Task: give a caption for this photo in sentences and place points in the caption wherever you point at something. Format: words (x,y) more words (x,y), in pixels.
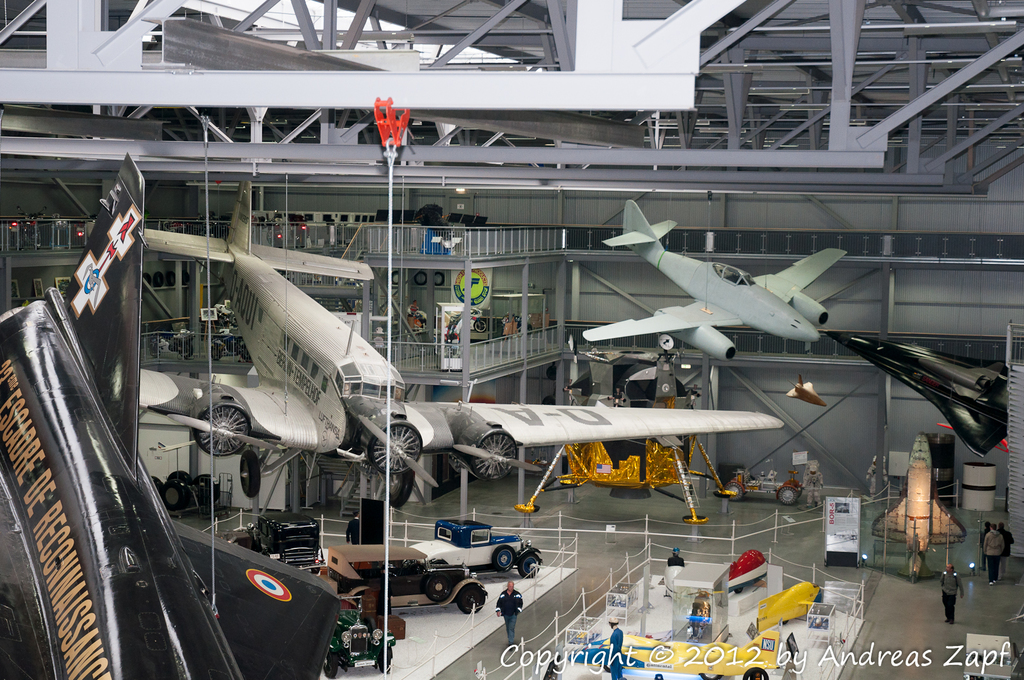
In this image we can see planes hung on iron rods (642,148). And there are vehicles (471,536) and few people (354,543). Also there are railings (852,230). At the bottom (803,658) we can see text (838,651). Also we can see tires (243,481). And there is text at the bottom (888,646).
